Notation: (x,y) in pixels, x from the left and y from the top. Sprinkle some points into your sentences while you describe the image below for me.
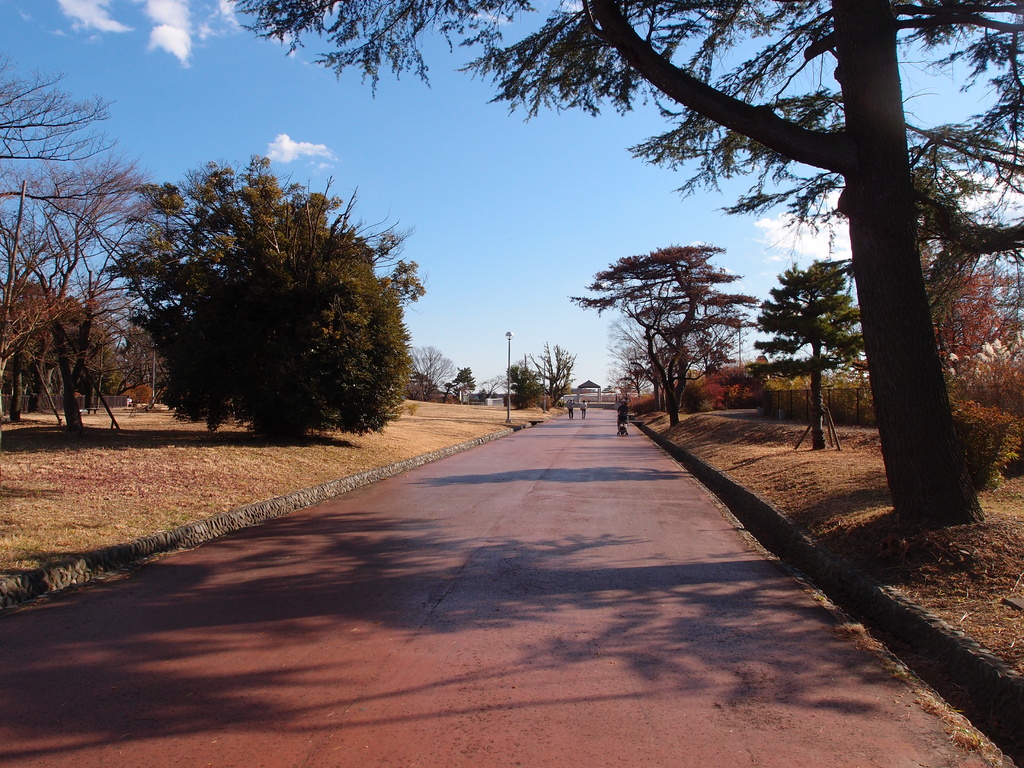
In this picture we can see few people (619,410) are walking on the road (576,516), beside to the road (595,512) we can find few trees (649,371) and poles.
